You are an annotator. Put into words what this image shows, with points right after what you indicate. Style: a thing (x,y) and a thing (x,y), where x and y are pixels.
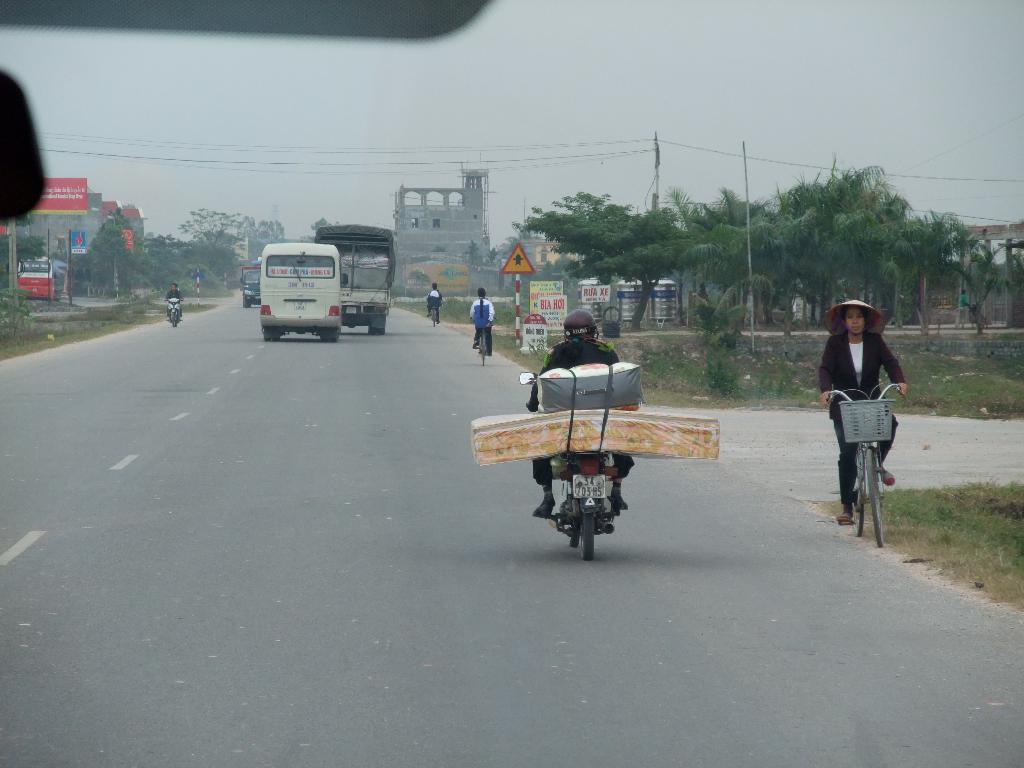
In this image I see few vehicles (321,305) and I see few persons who are on the bikes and I see road (196,380) on which there are white lines (263,347) and I see the green grass (29,345) and I see a sign board (532,287) over here. In the background (542,279) I see number of trees (712,250), wires (325,162), buildings (465,209) and the sky (602,85).
